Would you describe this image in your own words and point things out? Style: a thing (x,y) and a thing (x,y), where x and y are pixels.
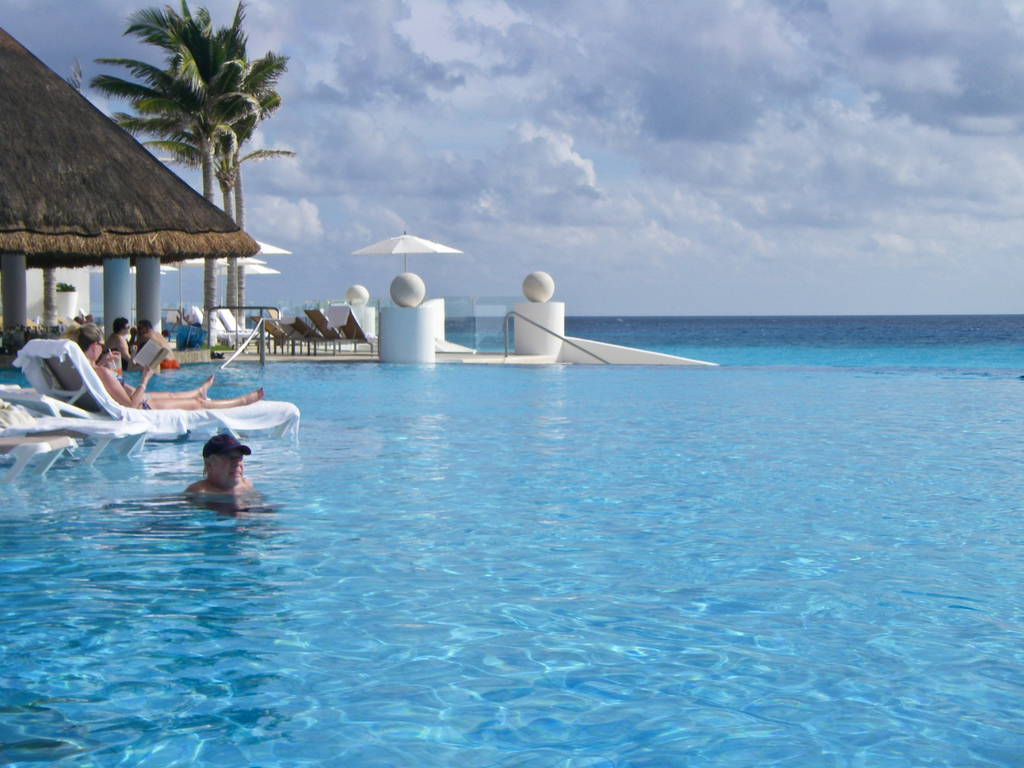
This picture shows water (155,738) and we see a pool bed (190,407) and woman (86,333) lying on it and holding a book (149,358) in her hand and we see a man (239,472) in the water (220,549) and a man (229,453) wore cap (229,453) on his head (225,468). We see a house (148,150), trees (204,53) and few chairs (315,309) and few umbrellas (270,254) and couple of them (125,348) seated on the side and we see a cloudy Sky (591,156).
